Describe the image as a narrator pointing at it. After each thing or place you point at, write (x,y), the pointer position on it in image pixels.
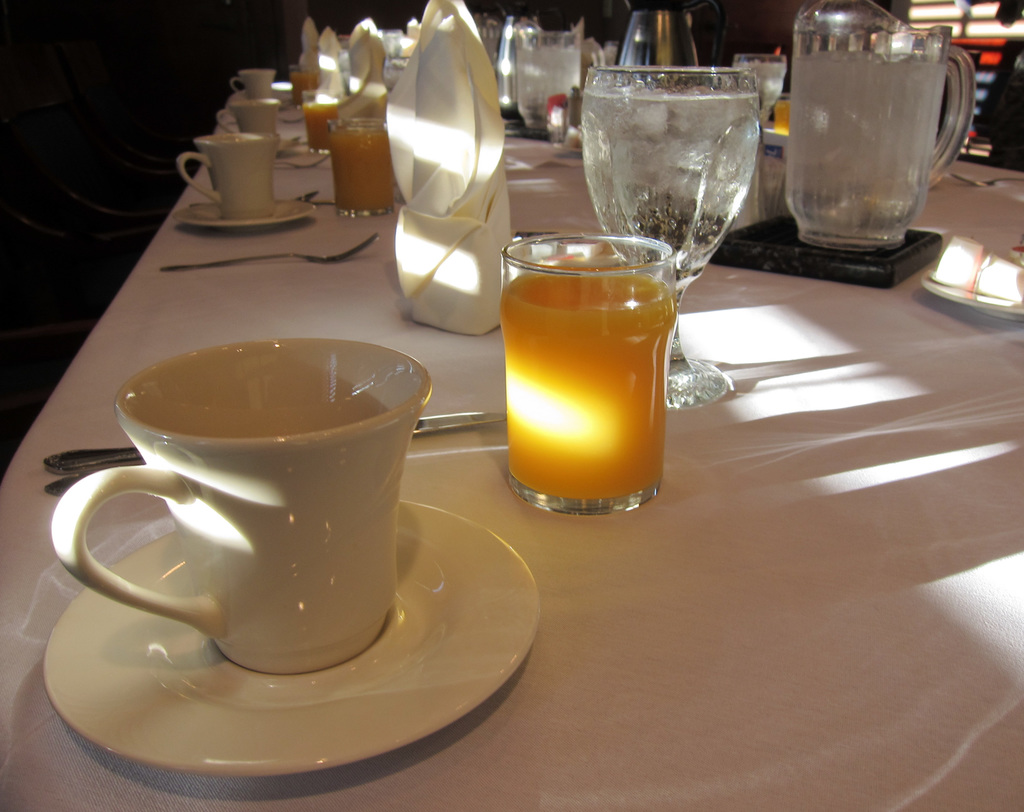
This is a picture, In the picture there is a table (816,492) on the table (823,727) there is a cup (228,532) and saucer (387,653), and this is a glass (602,368) with juice (553,401) and this is a spoon (296,256) on the table (848,310) there is a jar (831,162).
